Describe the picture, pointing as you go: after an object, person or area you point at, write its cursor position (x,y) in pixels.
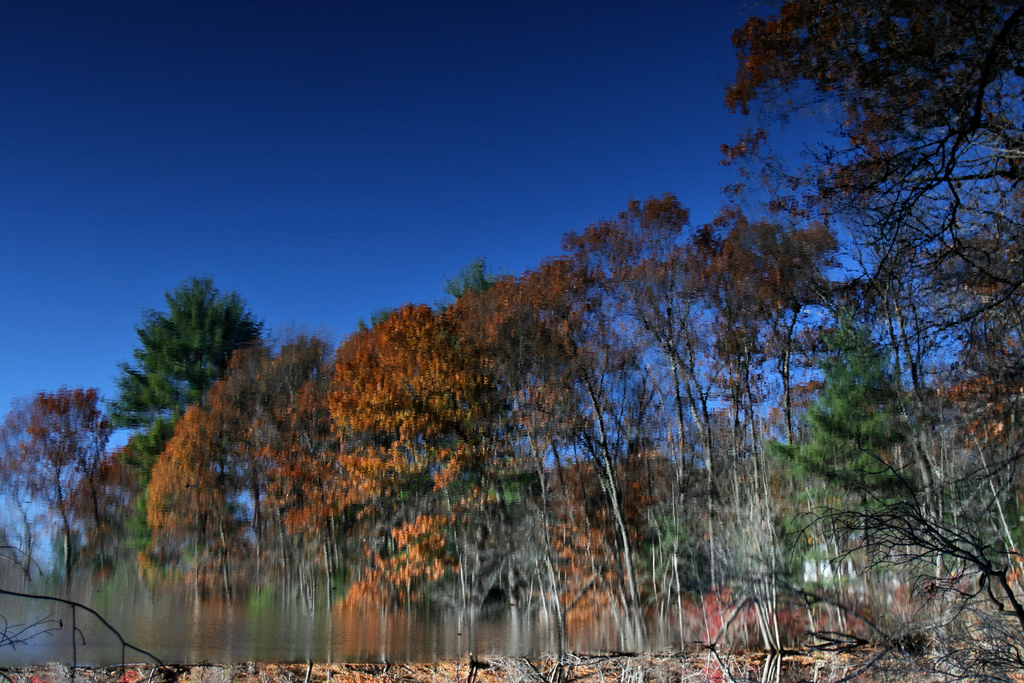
This is an edited image. In this picture, there are trees (525,497). At the top (391,120), we see the sky (392,122), which is blue in color. This picture is blurred at the bottom (633,603).
